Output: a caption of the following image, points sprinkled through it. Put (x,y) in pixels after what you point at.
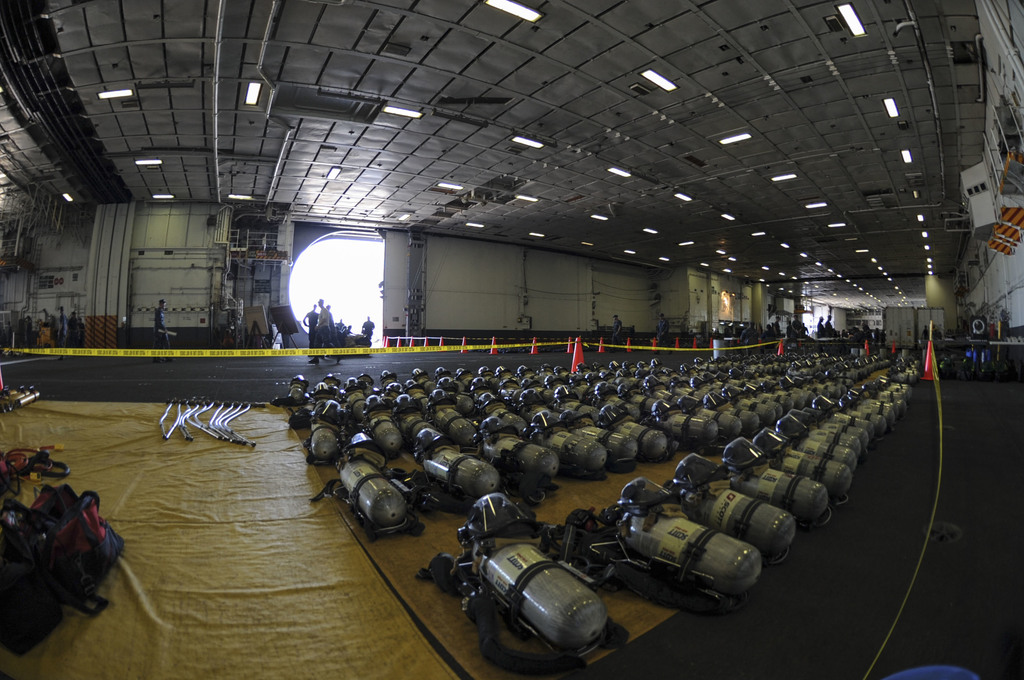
In this image, there are a few people (157,310). We can see the ground (388,356) with some objects (437,483) like cylinders (800,406) and metal objects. We can also see the wall (1000,79) with some objects (412,300). We can also see the roof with some lights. We can also see some yellow colored objects (409,626).
